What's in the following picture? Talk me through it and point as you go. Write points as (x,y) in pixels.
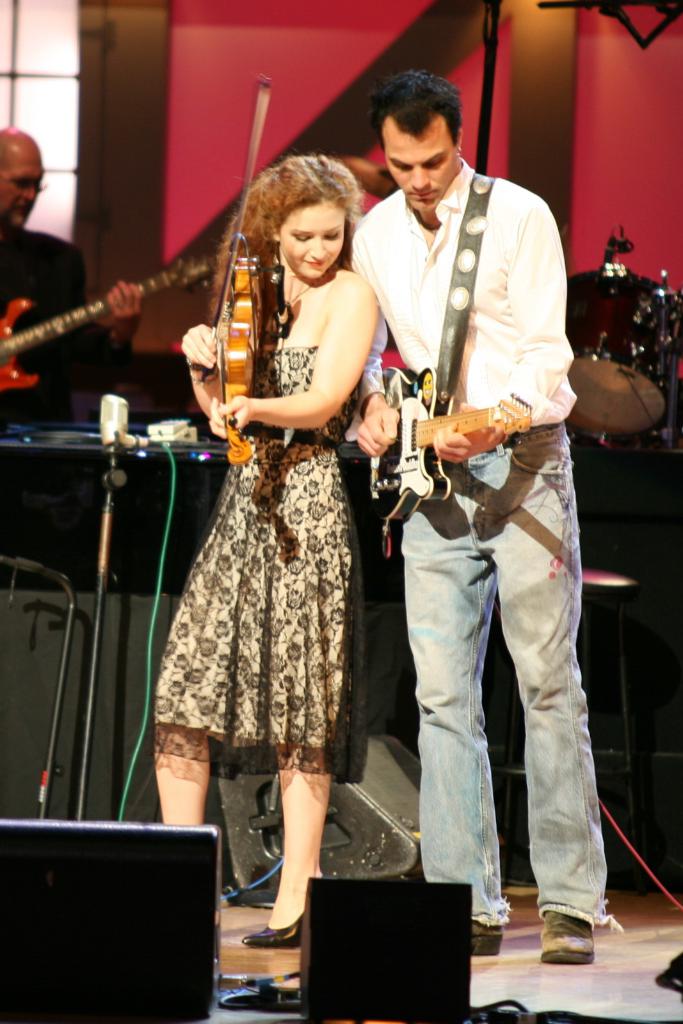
The person (490,292) wearing white shirt (460,393) is playing guitar (424,440) and the lady (288,454) beside him is playing violin (240,447) and there is a man (51,261) behind them is playing guitar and there are also drums (631,322) in the background (621,316).
